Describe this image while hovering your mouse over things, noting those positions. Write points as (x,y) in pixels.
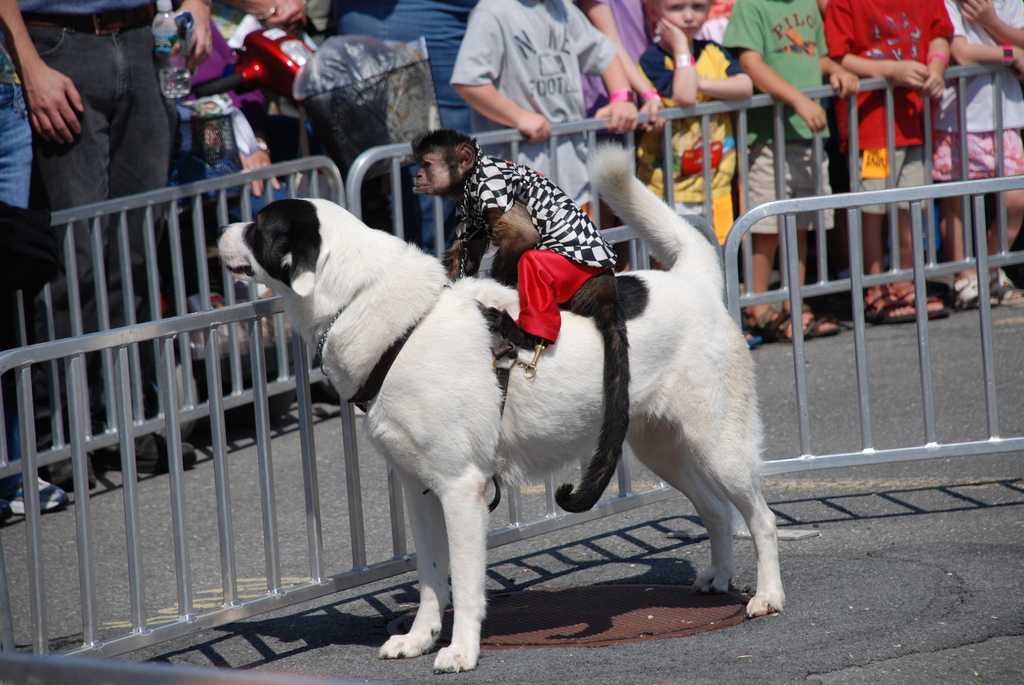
In this image there are groups of persons (496,94) truncated towards the top of the image (438,31), there are persons (194,67) holding objects (174,55), there are fences (889,139), there are animals (552,343), there is a road (580,587).
